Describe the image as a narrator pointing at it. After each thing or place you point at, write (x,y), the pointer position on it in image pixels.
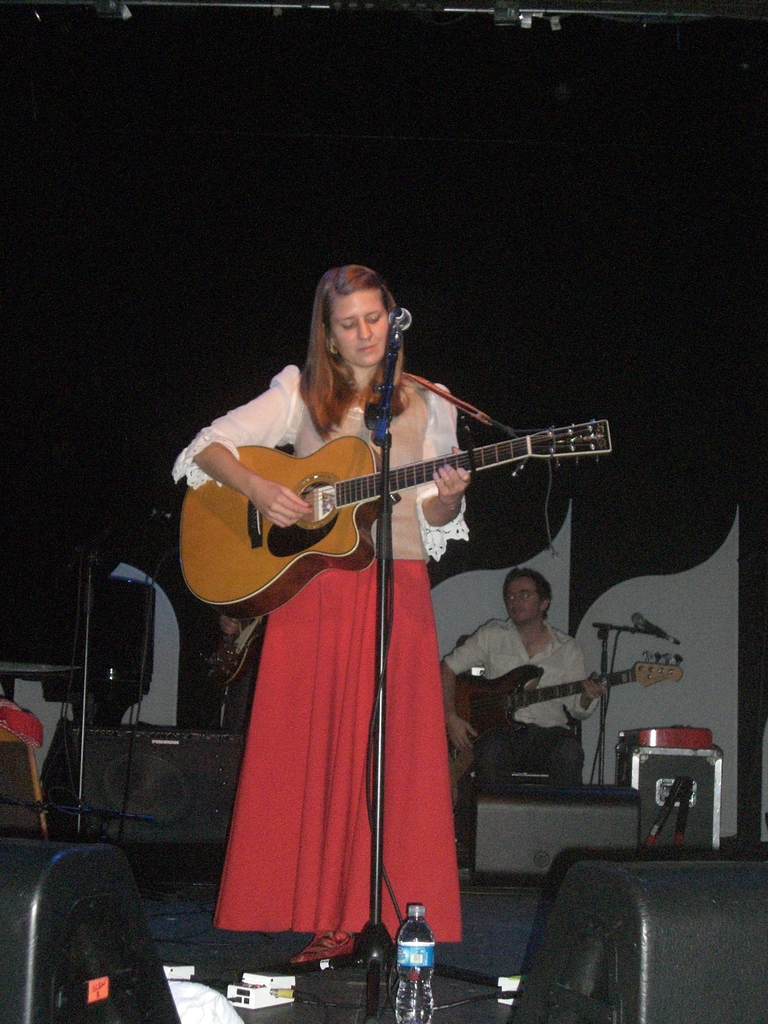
As we can see in the image, there is a women (287,632) holding guitar (337,474), in front of her there is a mic (401,320), bottle (414,958). Behind her there is a man (552,676) holding guitar (513,691).
